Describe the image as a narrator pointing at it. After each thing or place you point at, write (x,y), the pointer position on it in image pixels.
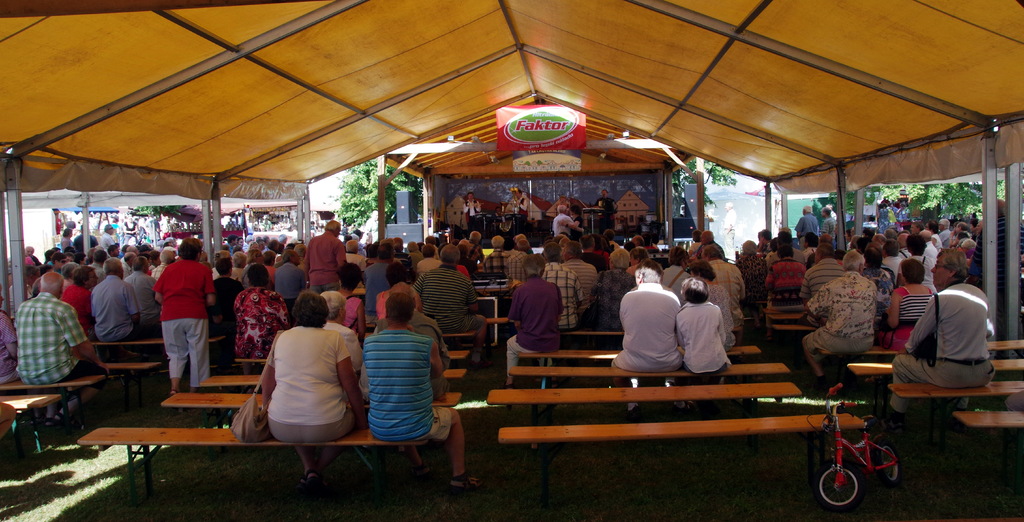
In this picture we can see many people (652,369) who are sitting under the shed (443,80). On the background (465,209) we can see group of persons (605,209) playing a guitar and musical instrument (515,191). Here we can see banner (523,136). On the bottom (821,489) we can see a bicycle (828,471) which is near to the benches (711,394). On the right (918,209) background (971,205) there is a tree (932,209).
